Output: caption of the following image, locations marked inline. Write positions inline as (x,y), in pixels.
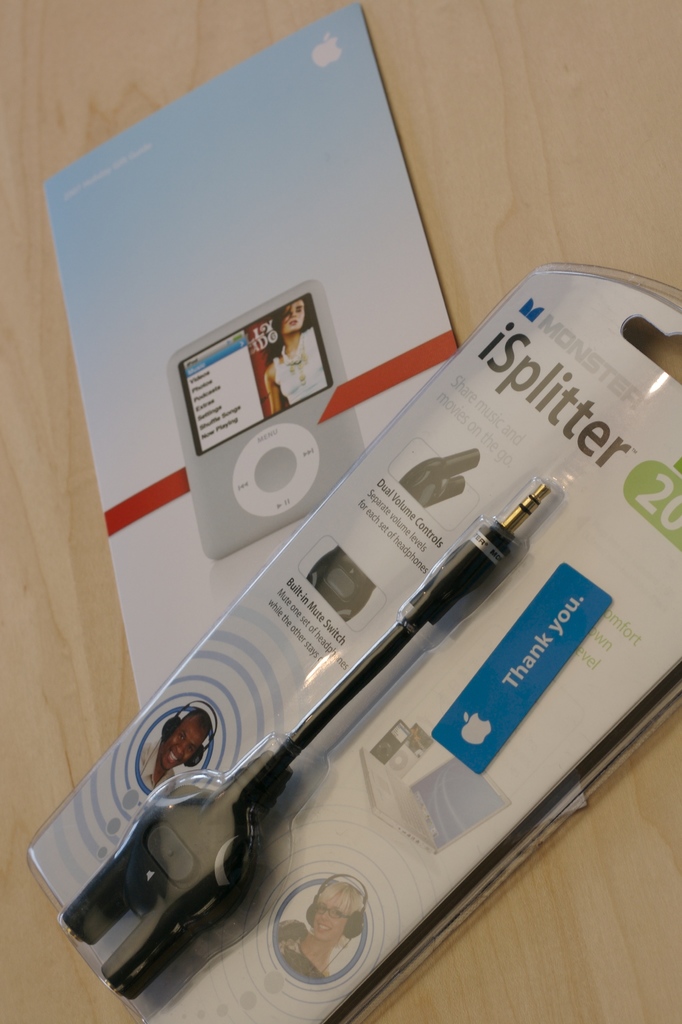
In this image I can see some objects (368,617) on a wooden surface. On this objects (384,599) I can see some photos (323,385) of people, logos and some text (561,615).
